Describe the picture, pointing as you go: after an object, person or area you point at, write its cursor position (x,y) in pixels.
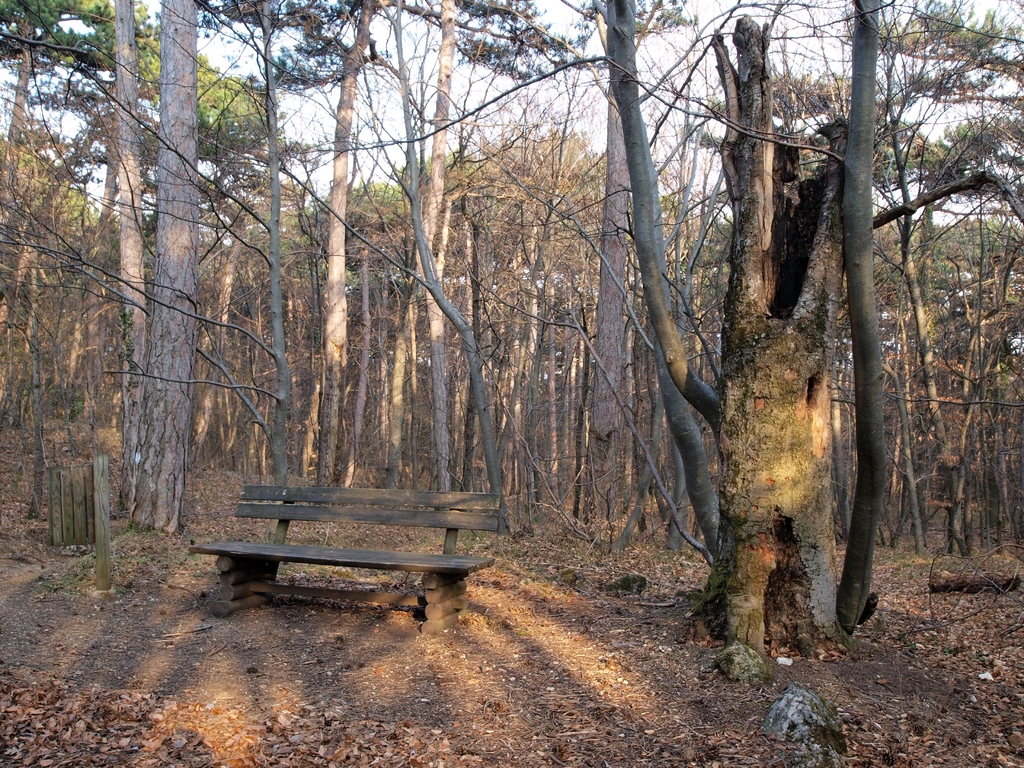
In the center of the image (469,503) there is a bench (482,523). In the background (140,105) there are trees (633,50) and sky (655,72).
